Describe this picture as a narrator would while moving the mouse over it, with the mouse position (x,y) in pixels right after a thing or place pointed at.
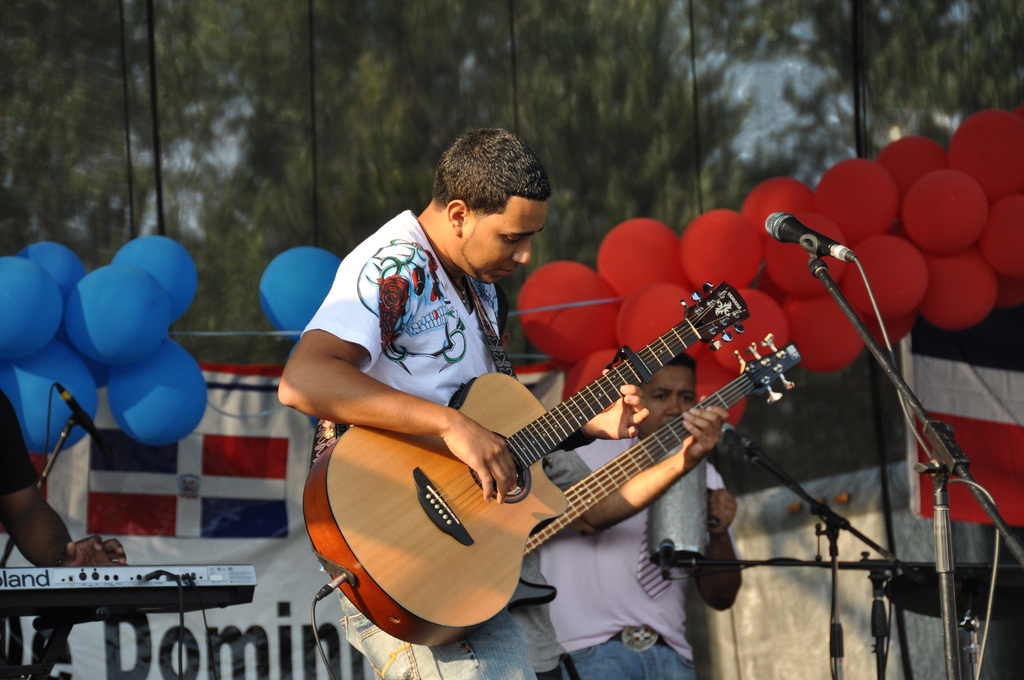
The person (459,345) wearing white shirt (459,369) is playing guitar (535,453) and there is another person (701,420) playing guitar (652,457) beside him and the person (37,518) in the background (87,578) is playing keyboard (72,572) and there are blue, red balloons (113,318) and trees (536,91) in the background (432,98).
